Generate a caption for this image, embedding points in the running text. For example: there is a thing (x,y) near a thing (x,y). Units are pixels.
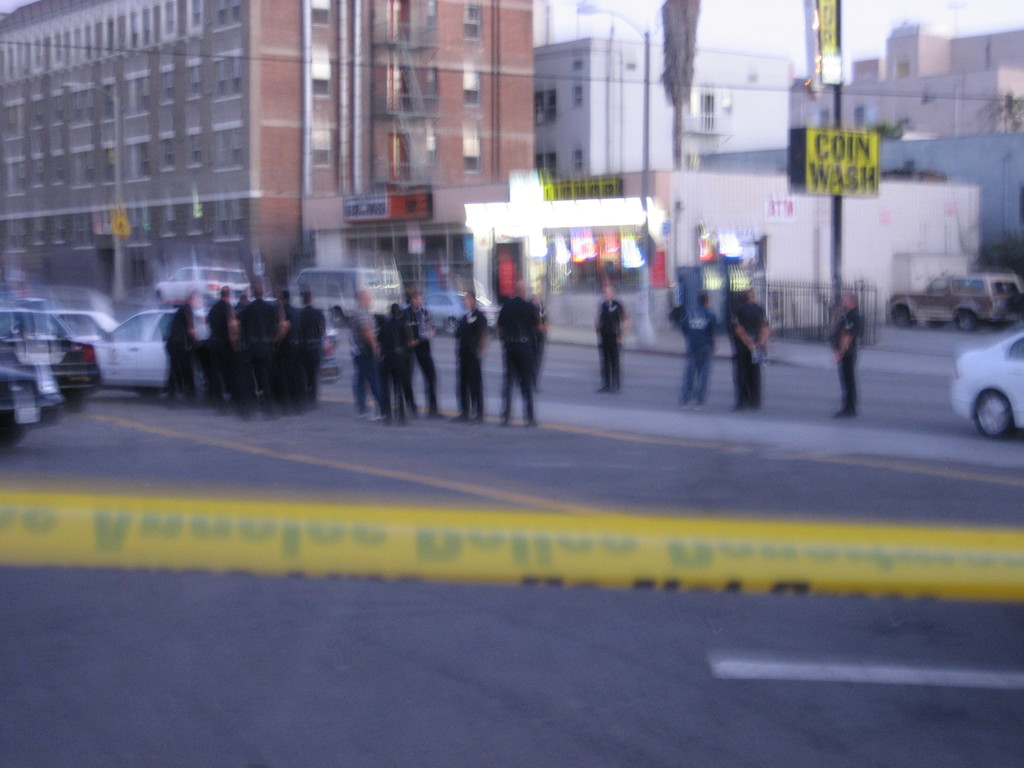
As we can see many people (360,339) standing near the road (495,356) and the vehicle (955,382) is passing by. This is a sign board (831,156). Building (391,103) which is in brown color and next to it is another building (598,105) white is white color. Light poles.
